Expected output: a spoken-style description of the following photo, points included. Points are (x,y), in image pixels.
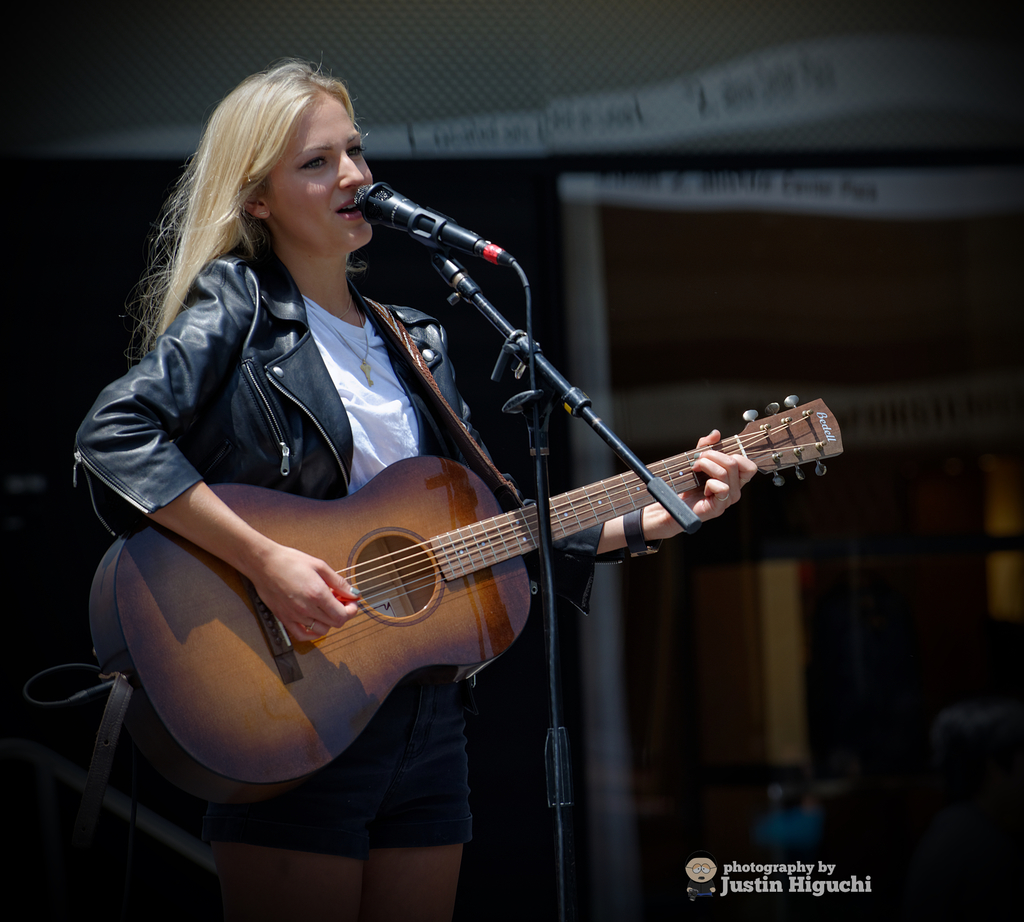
In this image I can see a woman (279,284) standing in front of the mic (425,221) and playing guitar (383,636). At the back (793,182) there is a sign board (875,393).
